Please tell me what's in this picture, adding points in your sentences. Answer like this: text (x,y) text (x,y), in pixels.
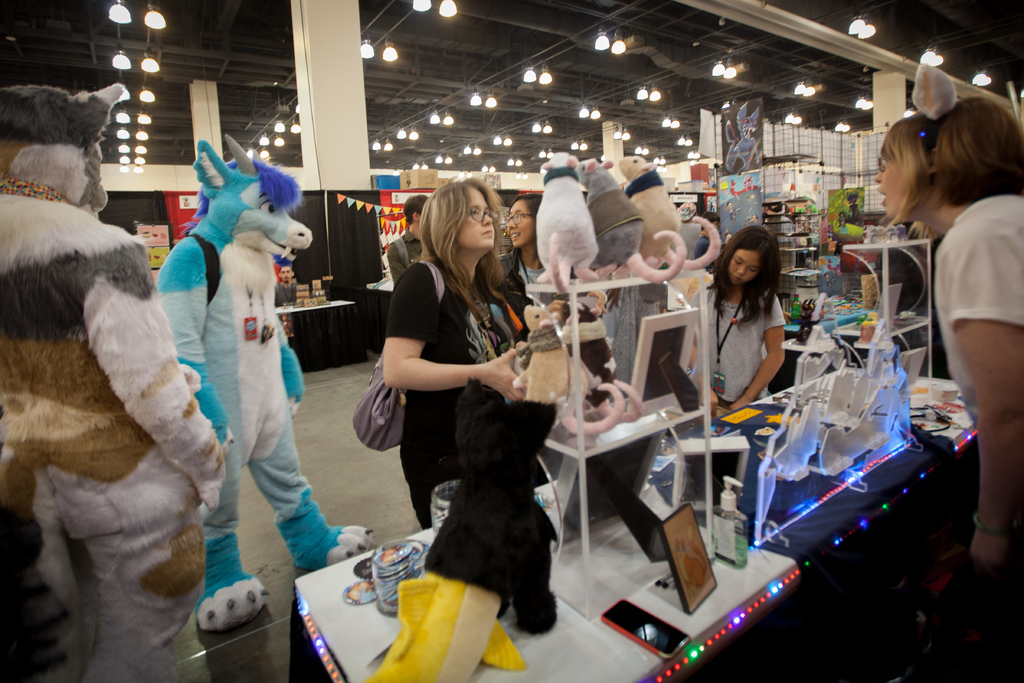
The image is clicked in a mall (277,290). In the foreground of the picture (561,318) there are people (990,322), toys (572,258), frames (684,390), lights (775,584), desk (680,622), mobile (631,615), mascots (239,362) and many other objects (899,258). At the top (532,66) there are lights (544,69), pipes (549,34) and ceiling (591,114). In the center of the picture (358,315) there are pillars (340,70), racks (782,158), boards (749,192), tables (331,322), banners (390,210) and various objects (702,182).
